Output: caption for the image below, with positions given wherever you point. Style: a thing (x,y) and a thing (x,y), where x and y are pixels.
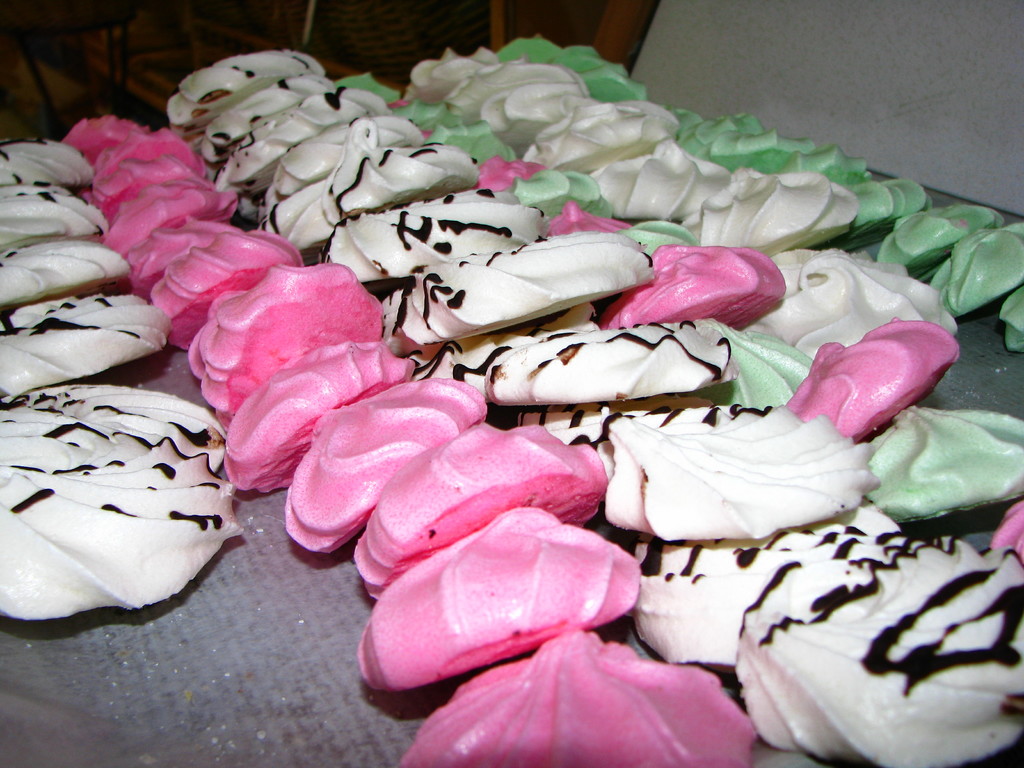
On this surface (258,716) we can see food (863,583) in pink, white and green color.
